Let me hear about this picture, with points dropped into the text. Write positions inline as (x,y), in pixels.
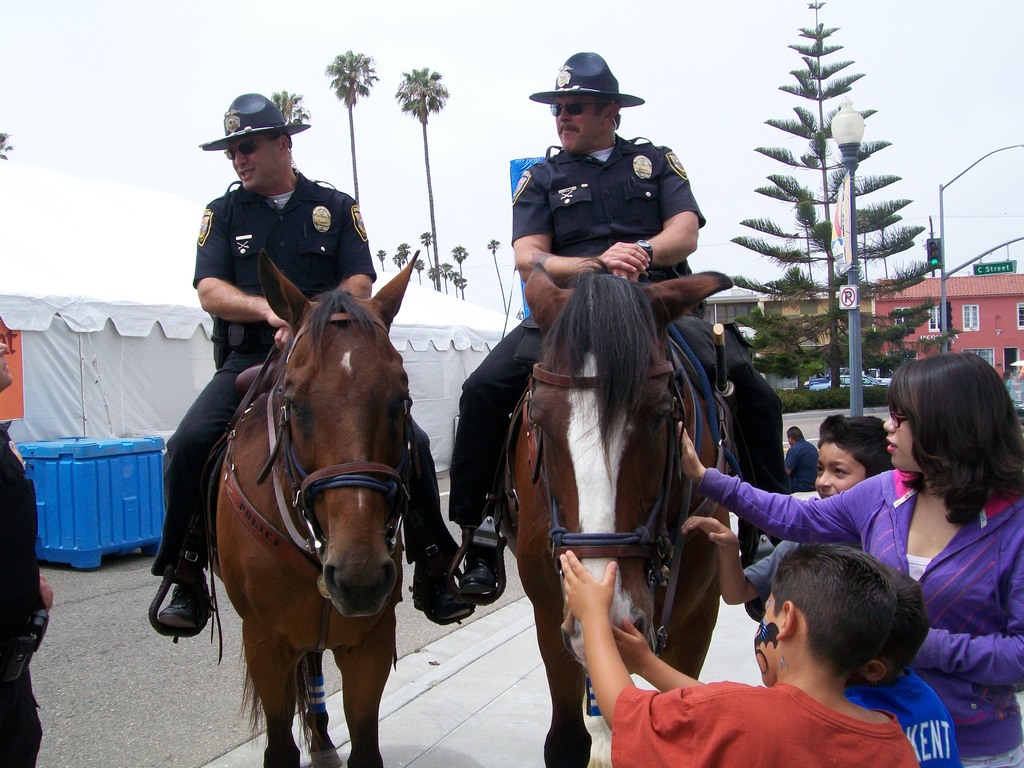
In this picture we can see persons (253,329) are sitting on the horse (354,541) and we can see some people (907,546), behind we can see some buildings (925,333) and sheds (442,408), trees (775,344).
